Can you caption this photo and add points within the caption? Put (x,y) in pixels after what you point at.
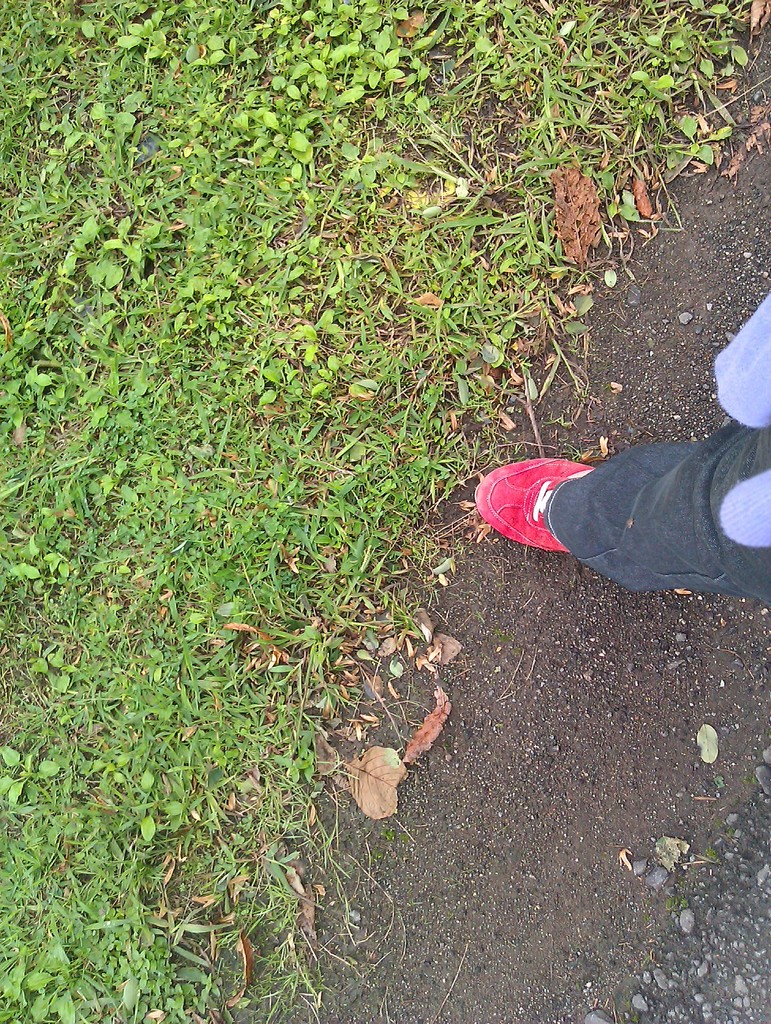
On the right side of the image (522,545) there is a person (748,590) standing on the road (700,722). In front of him there is grass (239,237) on the surface (729,709).
